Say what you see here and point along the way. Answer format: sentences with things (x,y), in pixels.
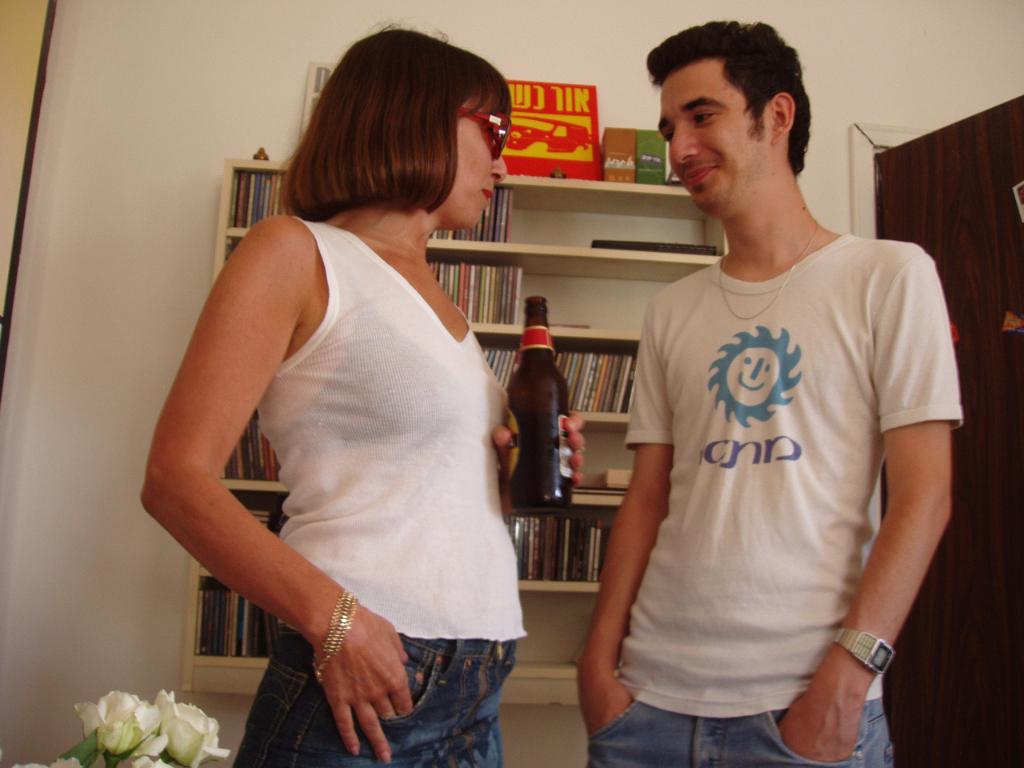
In this picture there are two person (762,379) seeing each other. Left woman (460,212) holding a bottle (540,437) and right person (708,194) is smiling. On the background (595,234) there is a bookshelves (609,254). On the right side (972,412) there is a door (993,439). And bottom left (183,734) there is a flowers (176,723).
